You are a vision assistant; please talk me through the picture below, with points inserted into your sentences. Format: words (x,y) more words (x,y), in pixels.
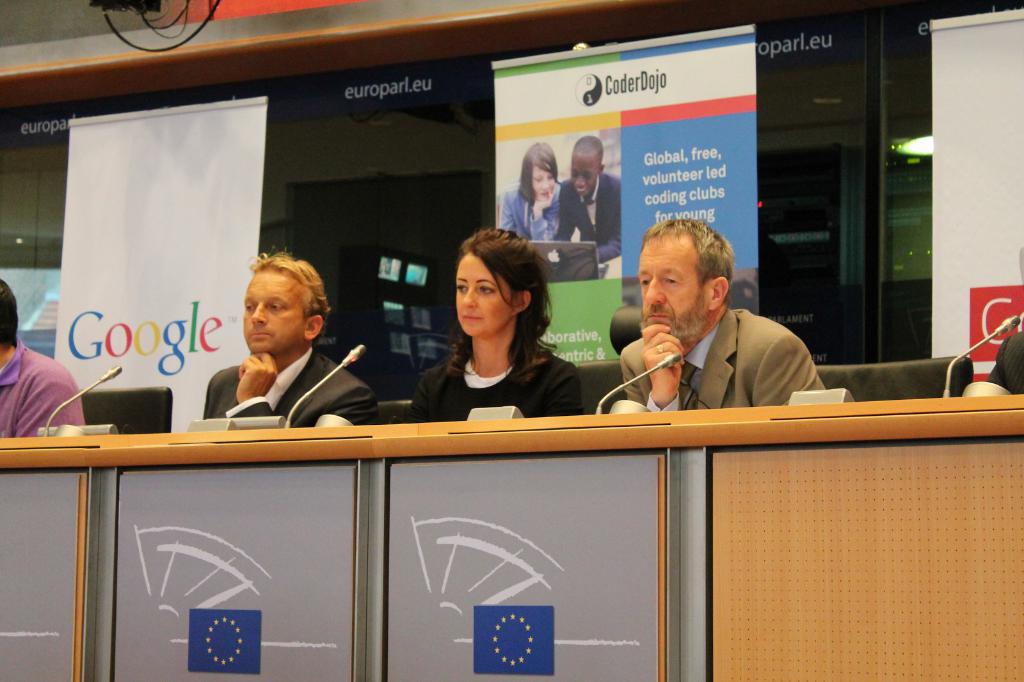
In this image I can see four persons (4,335) are sitting on chairs (161,399) and in the front of them I can see four mics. In the background (989,86) I can see three boards (975,84) and on it I can see something is written. On the top left side of this image (137,5) I can see a black colour thing (158,10) and few wires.
